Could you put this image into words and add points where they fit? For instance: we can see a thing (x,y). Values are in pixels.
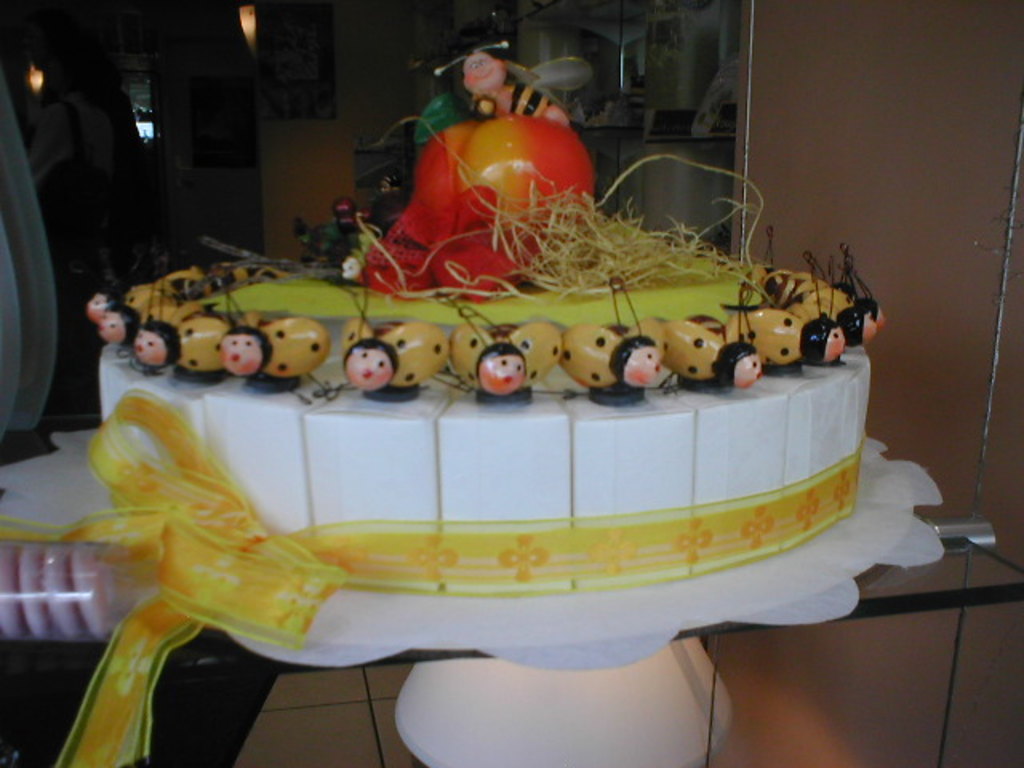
In this image, I can see a cake (772,543) on the table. In the background (231,82), there are few objects (604,31). On the left side of the image (108,203), I can see a person (79,190).
